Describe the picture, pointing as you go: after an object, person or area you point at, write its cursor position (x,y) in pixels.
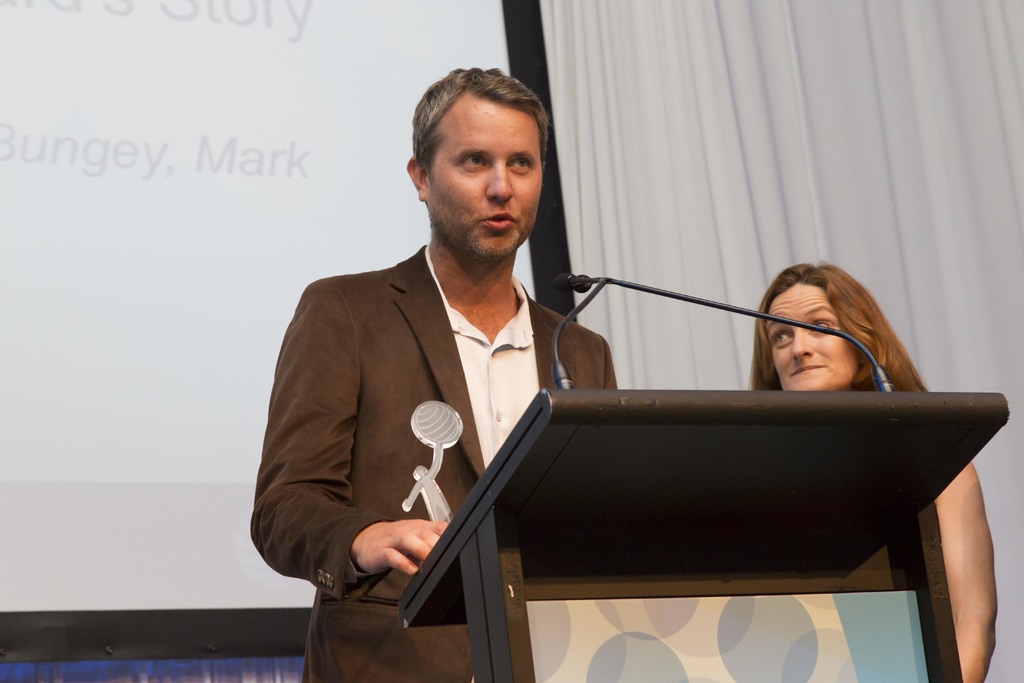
In this image we can see a guy (377,525) and a lady (861,380) who are standing in front of the desk (749,504) on which there is a mic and behind there is a projector screen (183,398).
